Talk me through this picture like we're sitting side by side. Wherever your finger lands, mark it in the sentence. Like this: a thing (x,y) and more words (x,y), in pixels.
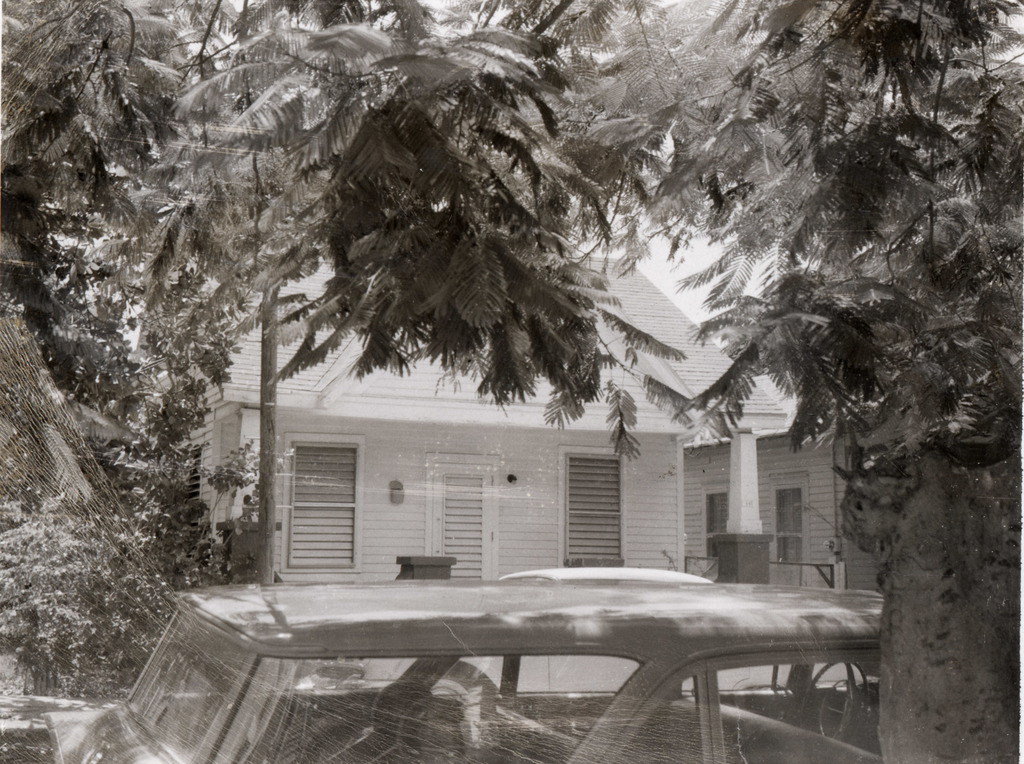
This is the black and white image, On the bottom (331,645), there is a vehicle (443,681), spider web (305,747) and a tree (869,271). In the background (804,508), there is a white car (613,575), two houses (472,557) and few trees (115,355).
